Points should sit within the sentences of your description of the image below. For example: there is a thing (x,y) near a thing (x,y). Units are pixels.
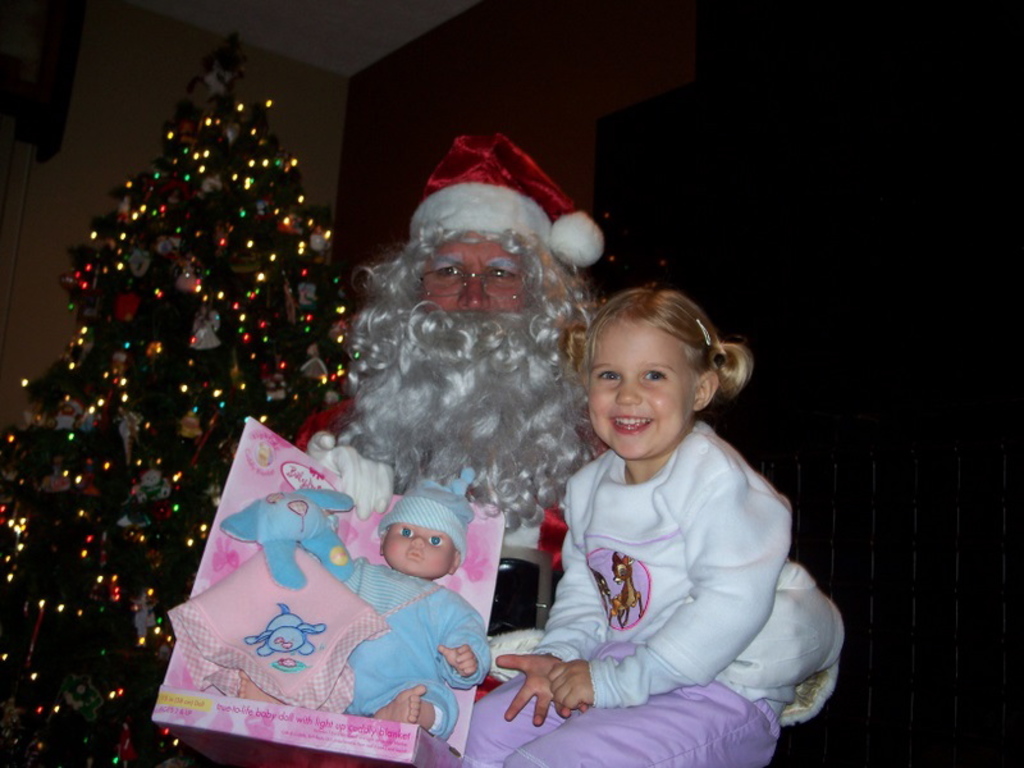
In this picture I can see there is a Santa claus (437,360) and he has a mustache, beard (411,305) and spectacles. There is a girl (604,591) and there is a doll set (279,517) and there is a Christmas tree (163,389), it is decorated with lights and toys (276,396). The backdrop of the image (493,59) is a bit dark.
